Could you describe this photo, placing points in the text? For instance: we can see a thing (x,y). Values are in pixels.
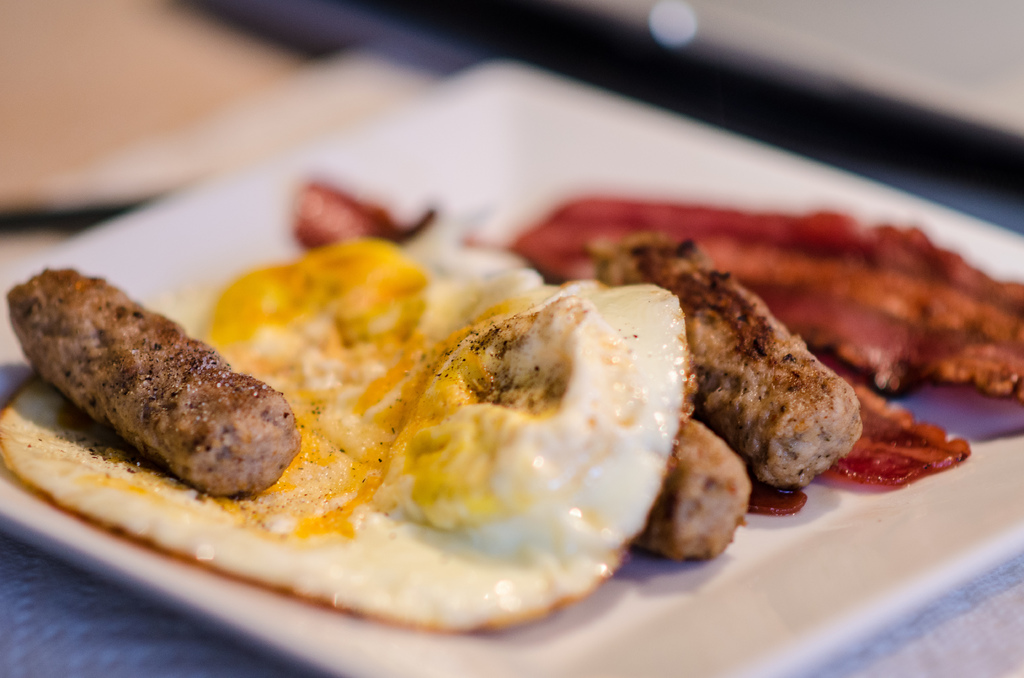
This image consists of a food (417,299) kept in a plate (870,556). There is an egg omelette (501,405) along with flesh (828,399) in the plate (853,500). The plate (637,636) is kept on a table (15,563).
